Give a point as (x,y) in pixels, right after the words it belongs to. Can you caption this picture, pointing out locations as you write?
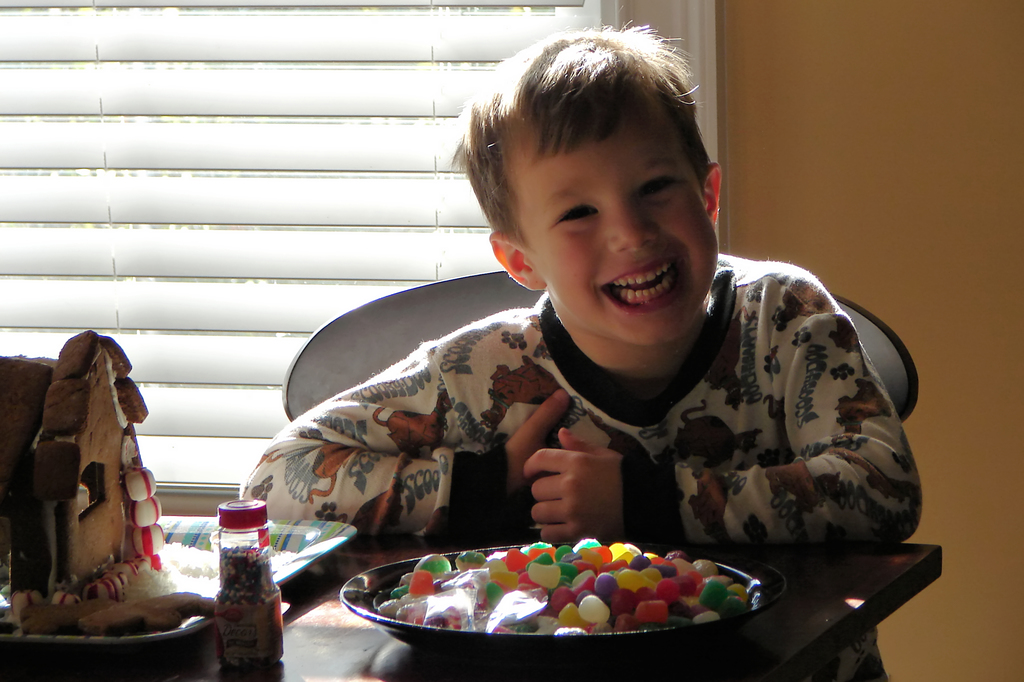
In this image there is a boy (589,429), he is smiling, sitting on the chair (341,343), in front of the table (208,628), on the table (213,636) there is a gummy candy (531,581) on one plate (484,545), there is a gingerbread house (74,525) on another plate (309,540), there is a bottle (228,647) kept on the table (336,556), behind the boy (666,222) there is a window (480,80), wall (811,71).
